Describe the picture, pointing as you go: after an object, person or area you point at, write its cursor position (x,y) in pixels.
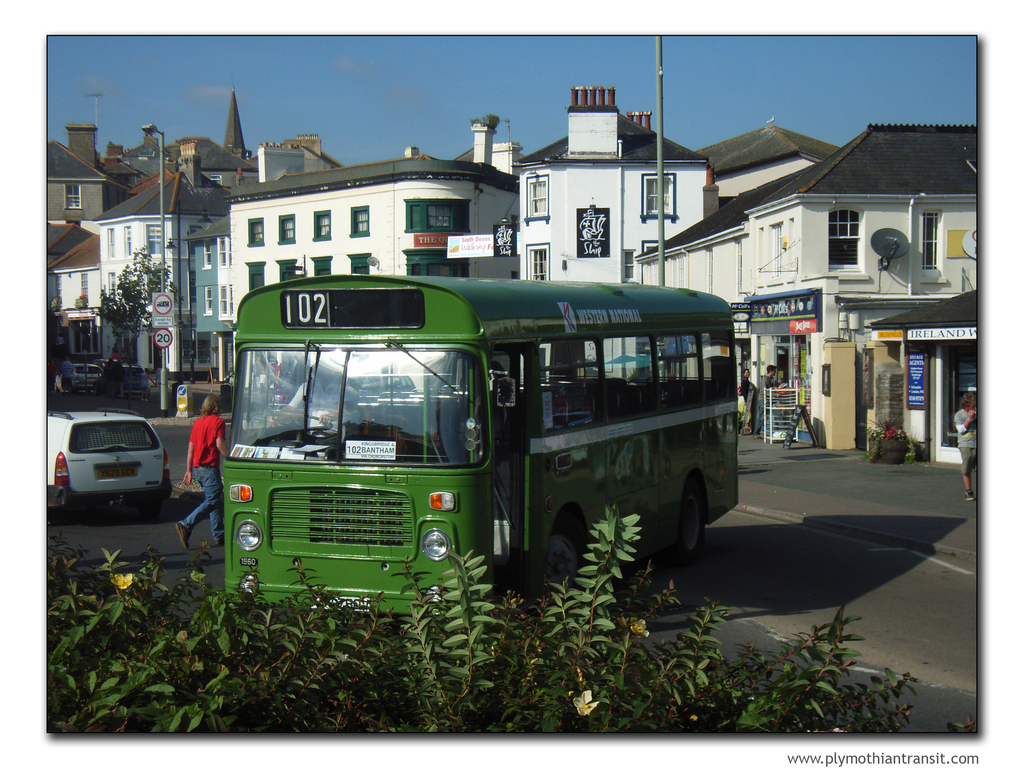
In the picture we can see a bus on the road (687,579) which is green in color and in front of it we can see some plants (381,687) with flowers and beside to it we can see a man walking and a car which is white in color and in the background (803,115) we can see a buildings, shops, poles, street lights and sky (818,120).
